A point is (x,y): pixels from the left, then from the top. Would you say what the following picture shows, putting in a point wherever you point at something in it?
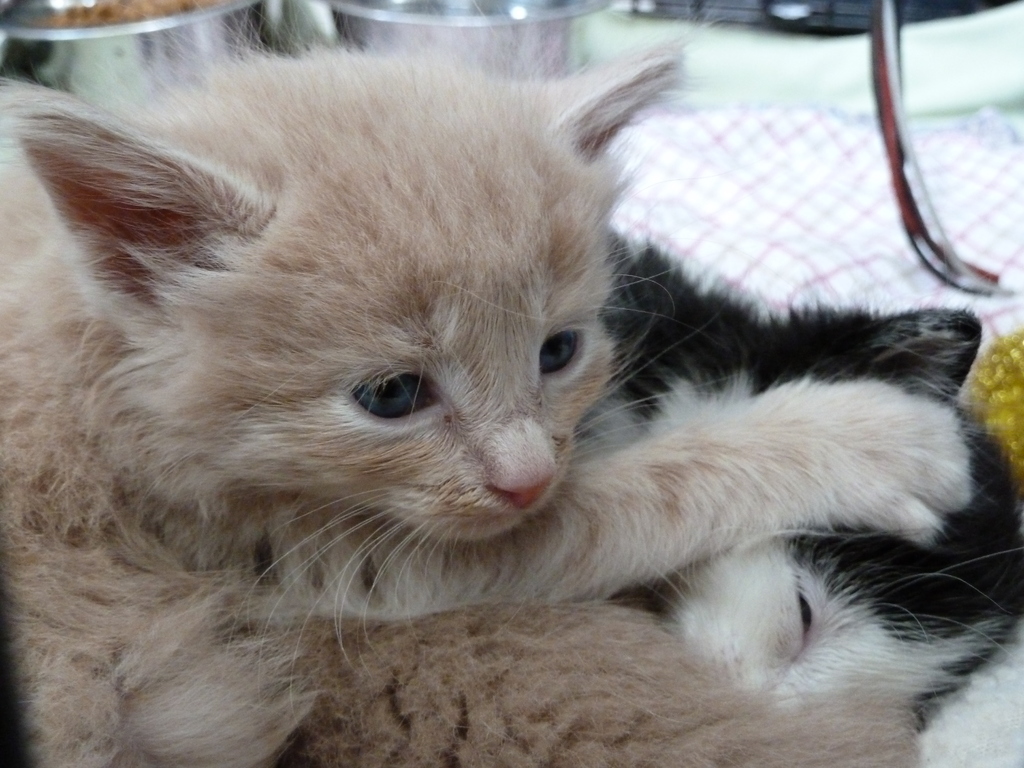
In center of the image (460,257) there is a cat (242,709). In the background of the image (496,68) there are two utensils (3,3). At the bottom of the image (709,642) there is another animal (836,584).
